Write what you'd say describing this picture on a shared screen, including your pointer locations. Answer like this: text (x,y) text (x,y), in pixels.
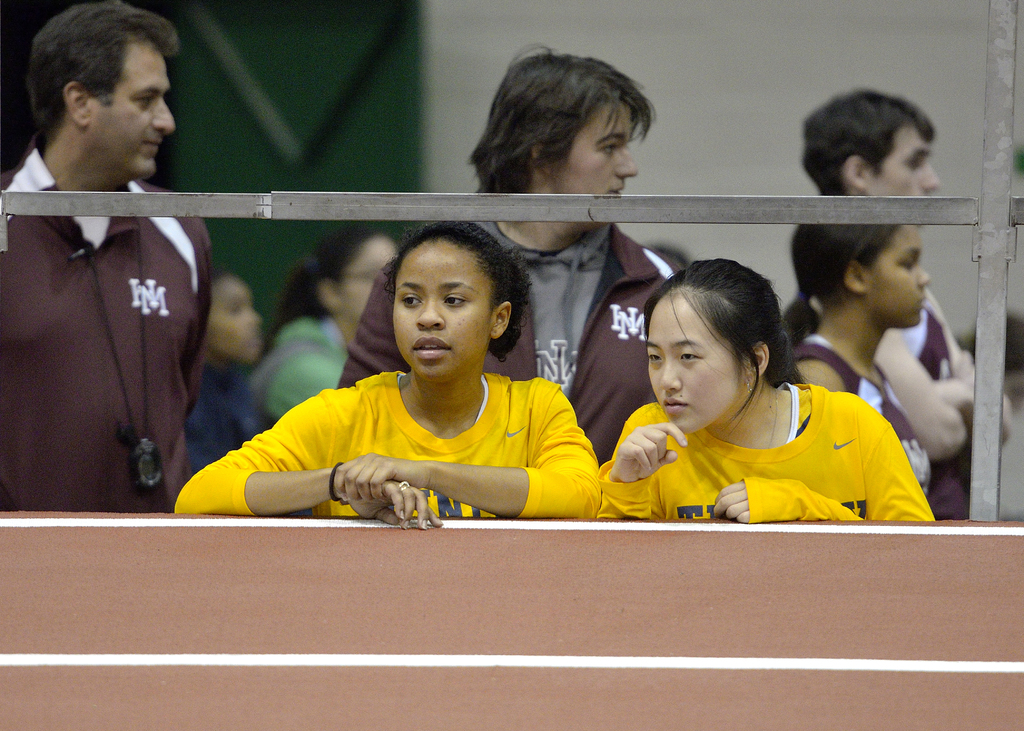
There is a wall (587,555) with rods (997,255) attached to that. In the back (312,329) there are many people (540,346).
